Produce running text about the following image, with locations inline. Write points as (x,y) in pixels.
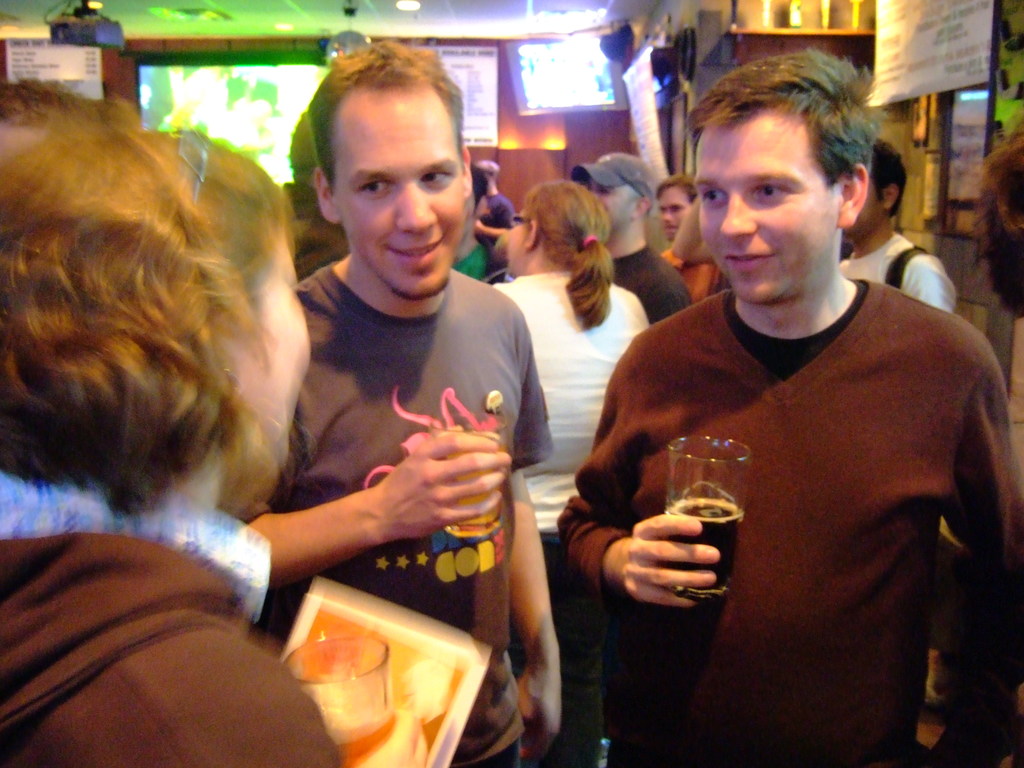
In this image I can see number of people (462,105) are standing. Here I can see two men (362,437) are holding glasses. In the background (567,23) I can see few lights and a screen (202,107).
